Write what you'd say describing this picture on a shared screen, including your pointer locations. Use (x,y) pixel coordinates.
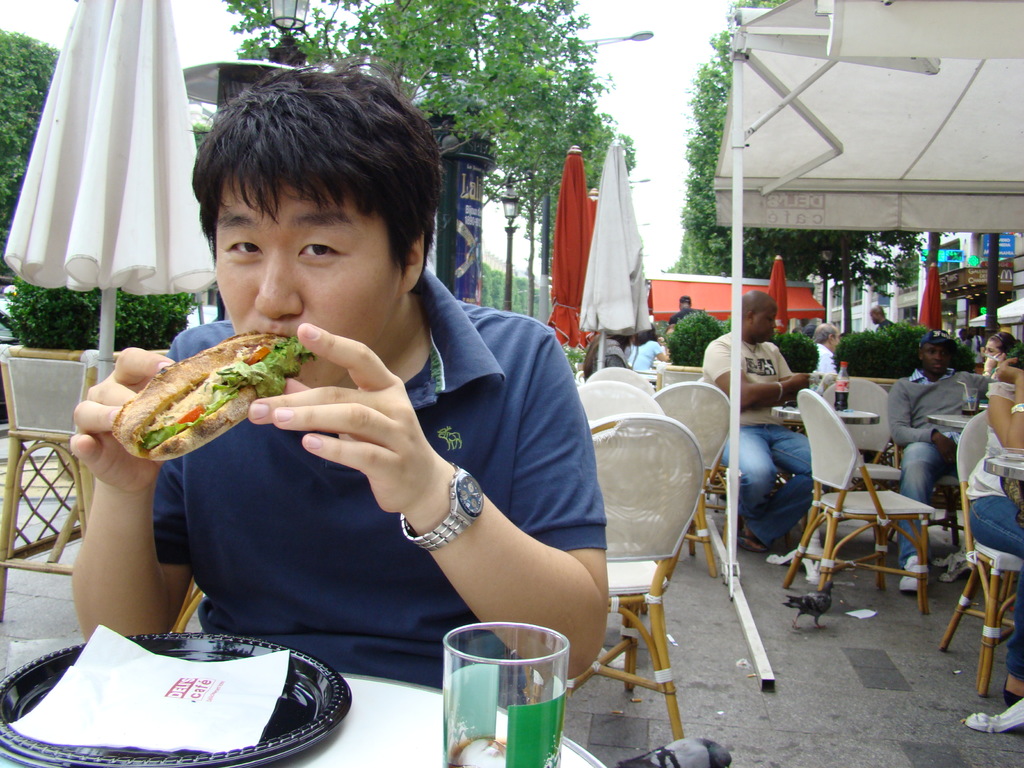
In this picture we can see some persons (756,508) are sitting on the chairs (653,552). This is the table (401,742). On the table (433,706) there is a glass (507,677), plate (270,669). And on the background (552,159) there are some trees (726,259). And this is the sky (645,97).
